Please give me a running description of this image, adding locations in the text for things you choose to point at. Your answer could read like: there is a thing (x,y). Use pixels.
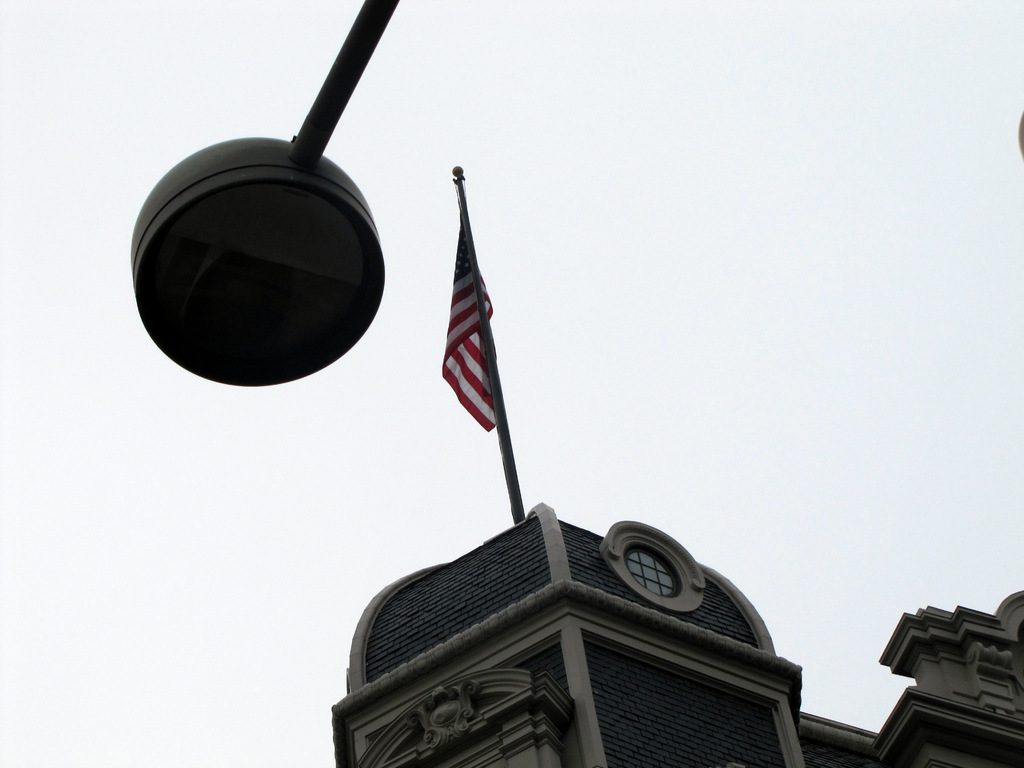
On the left side of the image (253,237) we can see a pole light (281,316), in the background (521,522) we can find few buildings (672,580) and a flag (457,272).
